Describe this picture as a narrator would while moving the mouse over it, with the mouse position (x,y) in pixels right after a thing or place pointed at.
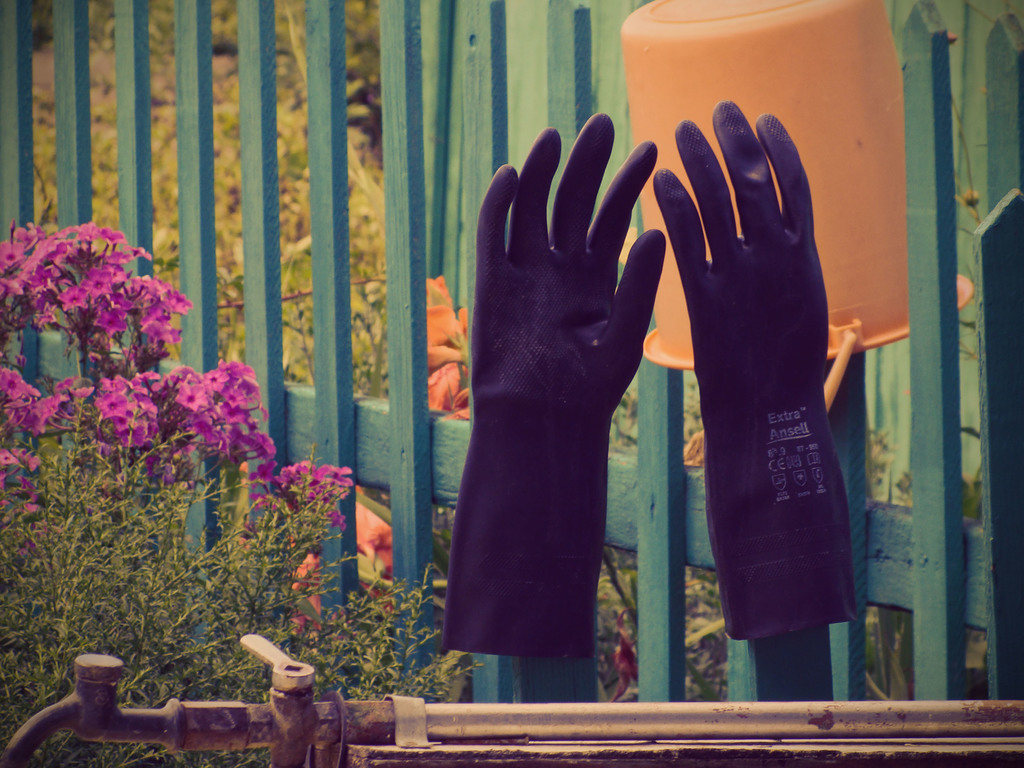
Here we can see two gloves (708,360) on two wooden poles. In the background (195,759) there is a fence (185,242), plants (62,739) with flowers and trees (176,224) and there is a bucket (661,334) on the wooden pole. At the bottom (279,683) there is a tap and pipe (874,719).
